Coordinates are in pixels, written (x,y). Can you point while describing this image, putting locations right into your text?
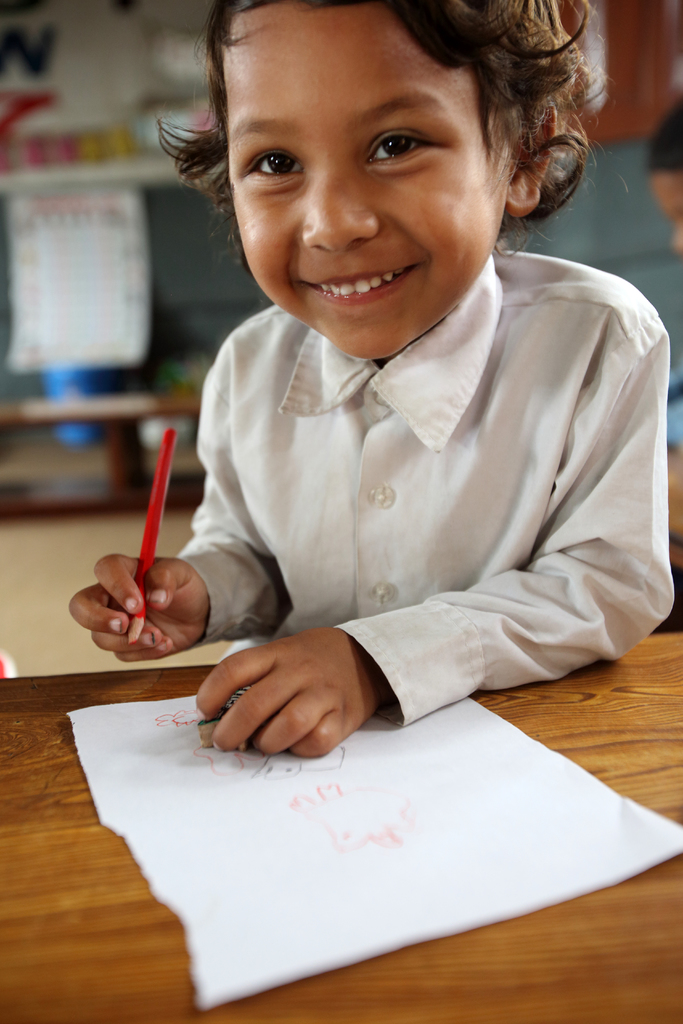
In this picture we can see a boy (320,669) holding an object (138,577) in his hand (170,596) and smiling. We can see a paper (277,826) on the table (502,1013). A person (668,173) is visible at the back (680,173). There is a paper (39,260) and other objects (49,476) in the background (52,440).
